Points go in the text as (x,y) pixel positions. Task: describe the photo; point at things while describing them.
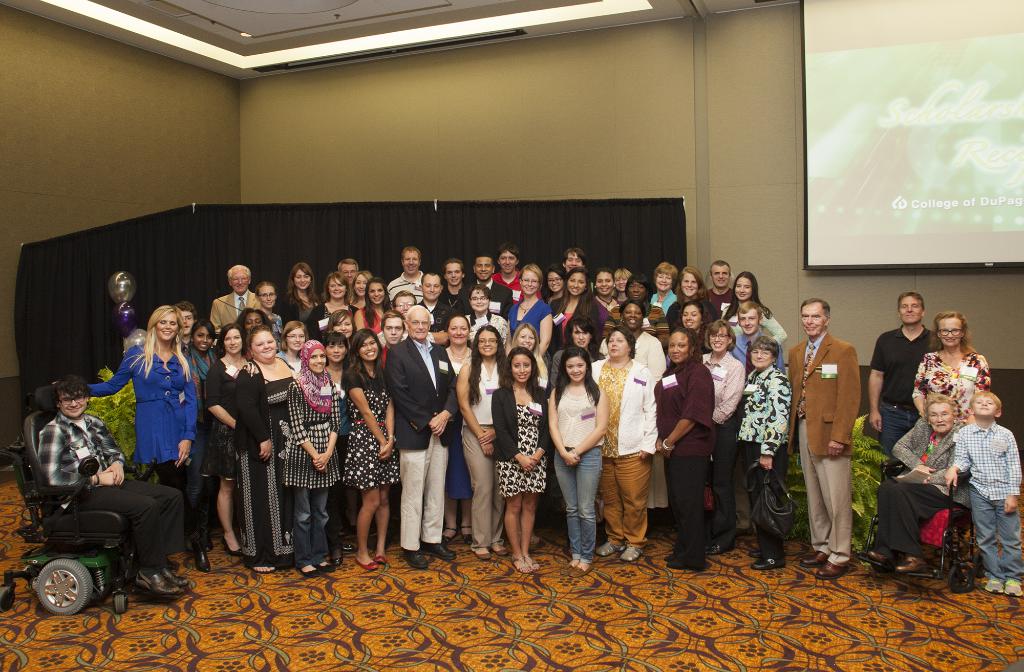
In this image I can see group of people (523,320) standing and wearing different color dress (413,401). In front (81,446) I can see a person (74,459) is sitting on the wheelchair (77,540). Back I can see screen (951,64) and black color curtain (214,226). The wall (632,94) is in cream color.
